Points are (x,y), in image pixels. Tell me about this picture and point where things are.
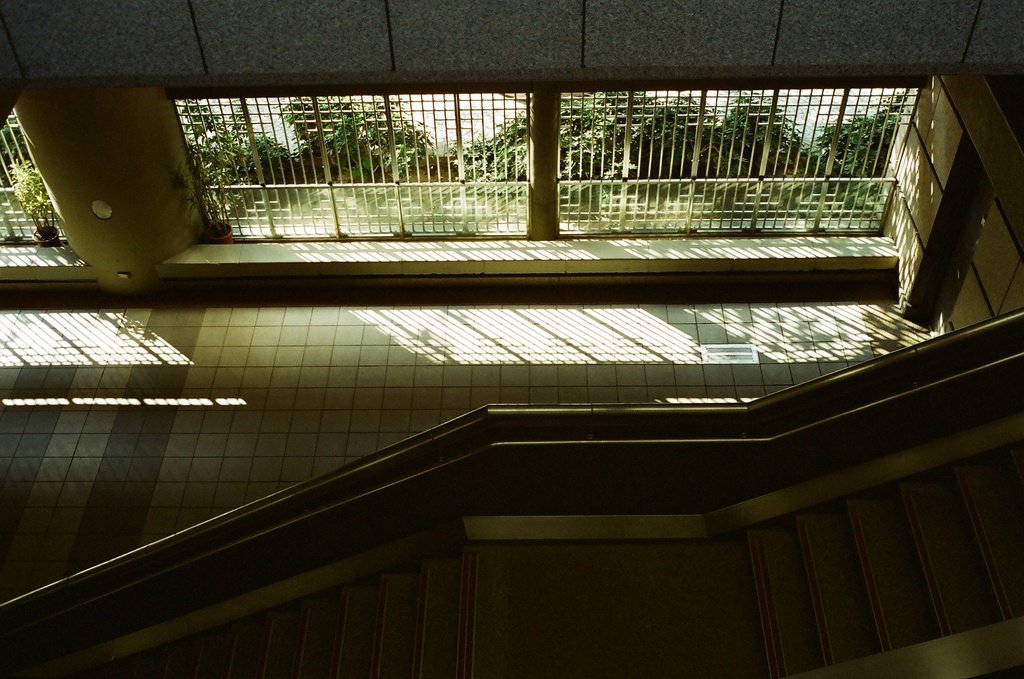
In this image I can see inner part of building (406,410). I can see stairs (433,606), windows (628,144), pillars (49,144), few flower pots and trees (642,152).
